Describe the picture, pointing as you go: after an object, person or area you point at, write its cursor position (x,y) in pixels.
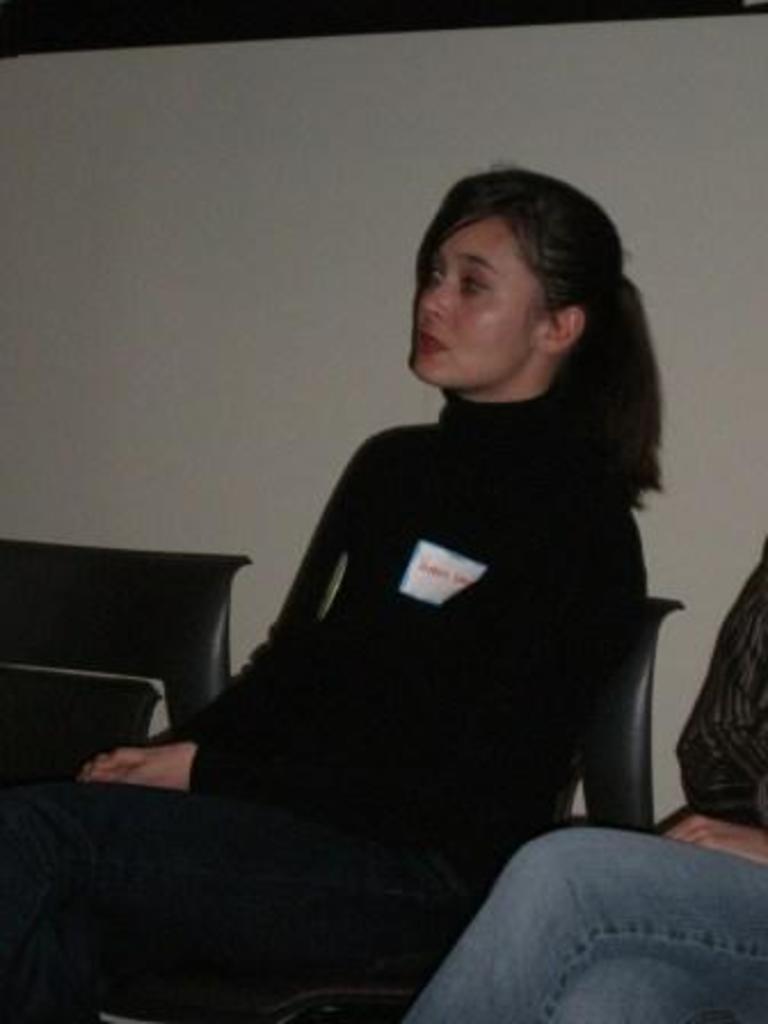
In this image we can see the persons (454,679) sitting on the chair (644,771) and at the back (301,250) we can see the wall (314,199).
